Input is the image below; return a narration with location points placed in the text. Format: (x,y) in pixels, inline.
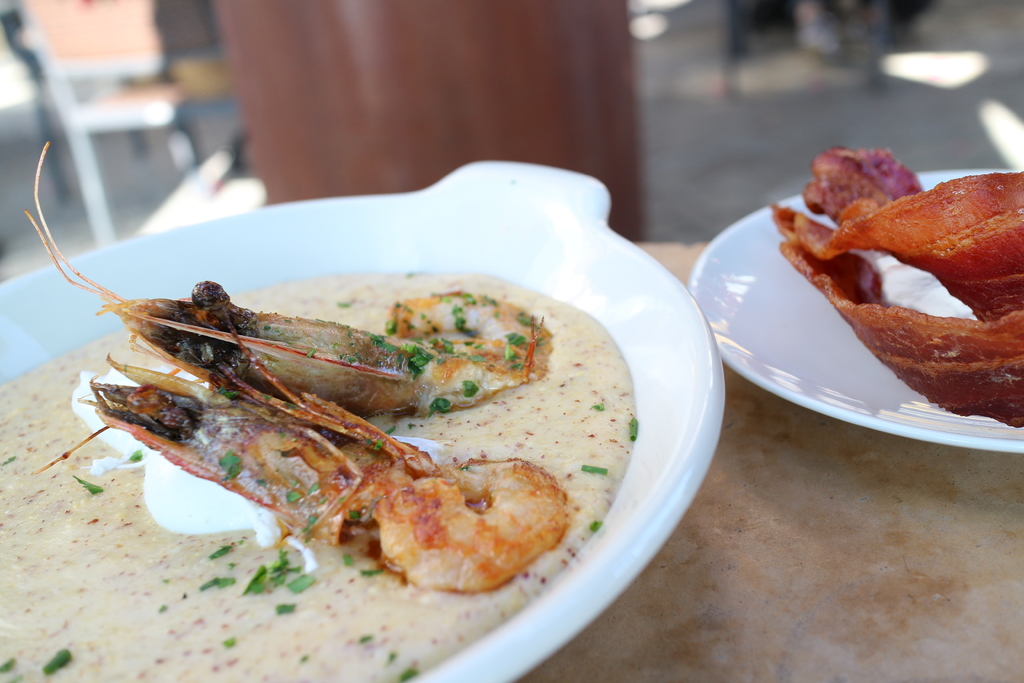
There are two white plates (633,253) on a surface (748,515). On the plates (683,312) there are food items (495,319). On the left side (295,381) there are prawns (286,382) with white cream (185,485) on the food item (58,579). In the background (487,77) it is blurred.
